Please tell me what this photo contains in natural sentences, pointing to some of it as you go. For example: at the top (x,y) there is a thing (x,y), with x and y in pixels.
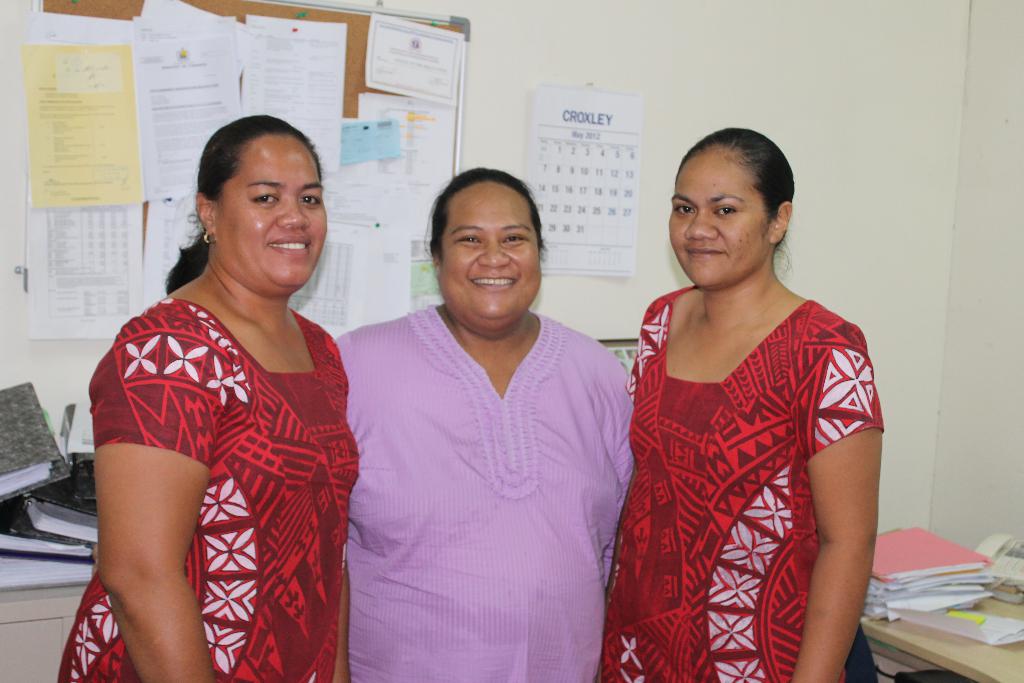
In this image we can see three women (668,465) are standing. In the background (391,82), we can see papers (183,129) attached to the notice board (364,27) and a calendar (572,151) is attached to the wall (849,151). We can see a table (935,662), files (973,573), a telephone (1006,541) and papers (931,605) in the right bottom of the image (951,617). On the left side of the image (37,486), we can see files (45,536) and a cupboard (26,641).
